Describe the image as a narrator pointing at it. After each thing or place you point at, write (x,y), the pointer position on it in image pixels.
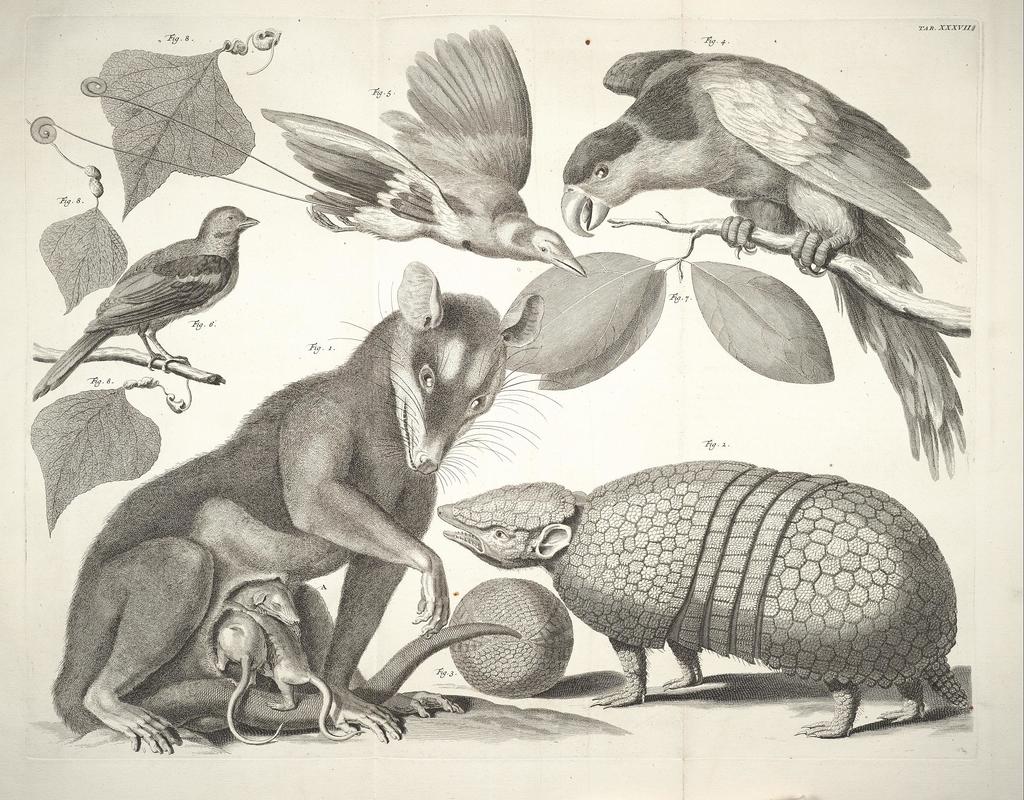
In this black and white image I can see drawings (151,577) of some animals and birds (187,287) and I can see some leaves (162,103).
